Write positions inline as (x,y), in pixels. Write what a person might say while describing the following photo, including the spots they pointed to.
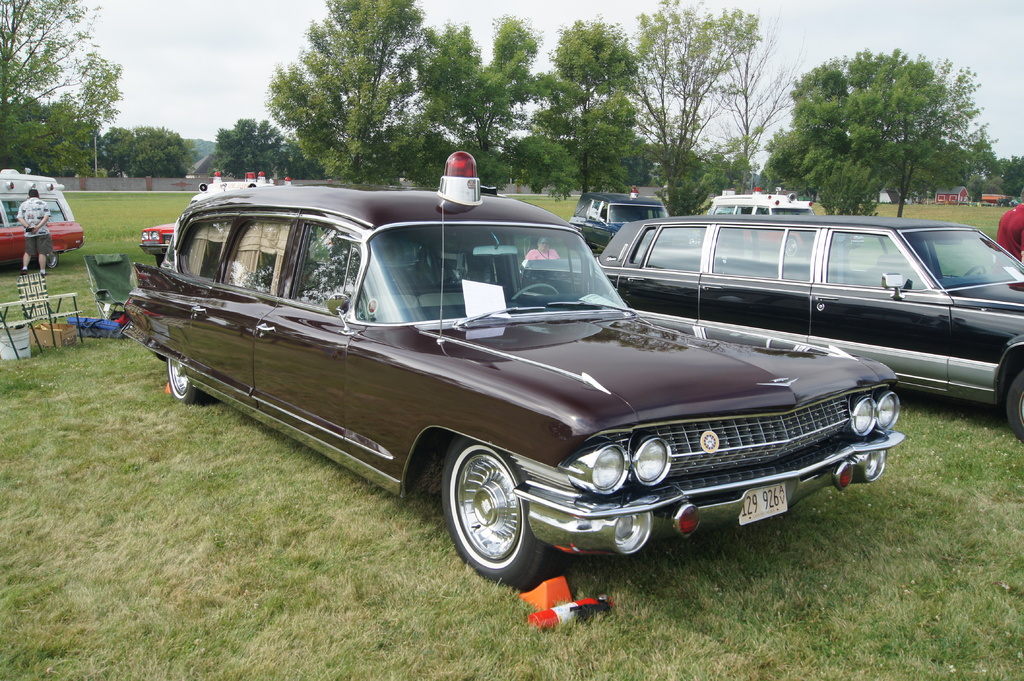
In the picture we can see cars (346,225) which are parked, there are some persons (33,225) standing and in the background of the picture (282,140) there are some trees (416,86), top of the picture (827,10) there is cloudy sky (252,99).
